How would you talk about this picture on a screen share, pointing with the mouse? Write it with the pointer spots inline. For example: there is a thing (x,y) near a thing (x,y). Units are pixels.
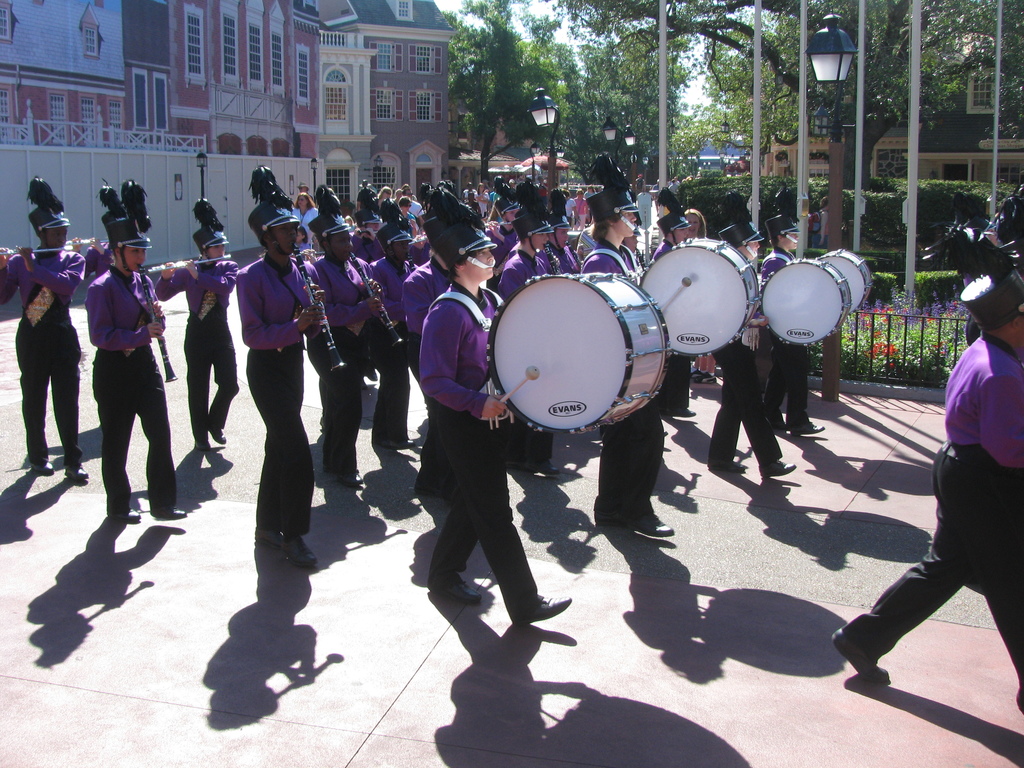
This picture shows a group of people (550,474) holding musical instruments (388,330) in their hand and walking on the road (955,608) and we see couple buildings (420,112) and trees (608,106) around.
